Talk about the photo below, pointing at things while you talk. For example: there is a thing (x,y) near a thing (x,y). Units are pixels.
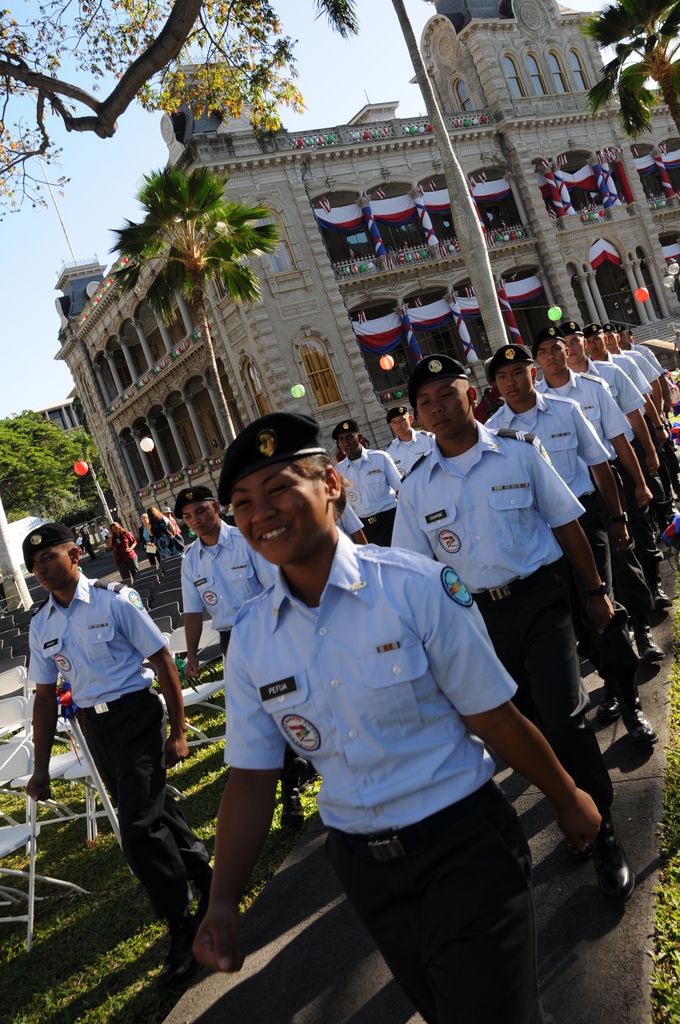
In this image I can see some people (325,574). In the background (343,383), I can see trees (451,201), buildings (298,257) and the sky (353,60).
